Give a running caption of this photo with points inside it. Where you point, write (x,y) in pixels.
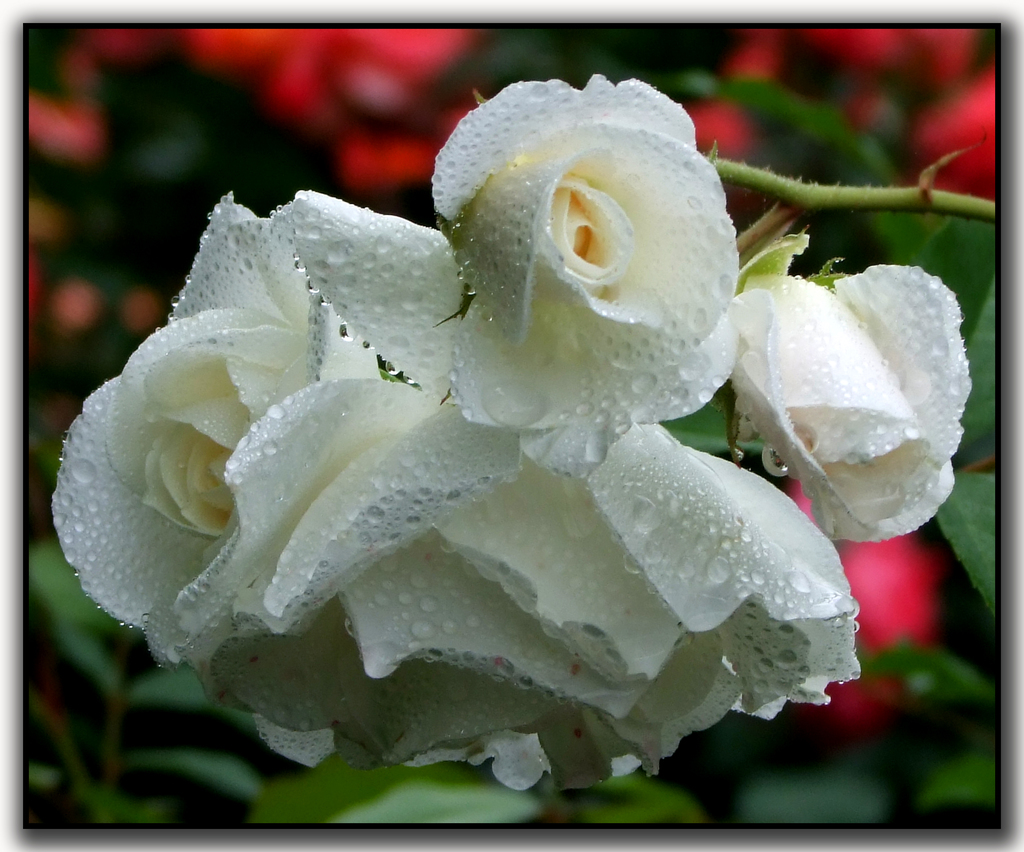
In front of the image there are rose flowers (543,330) with leaves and stems (783,195), behind the rose flowers (605,174) there are flowers (420,141) and leaves (143,684).
